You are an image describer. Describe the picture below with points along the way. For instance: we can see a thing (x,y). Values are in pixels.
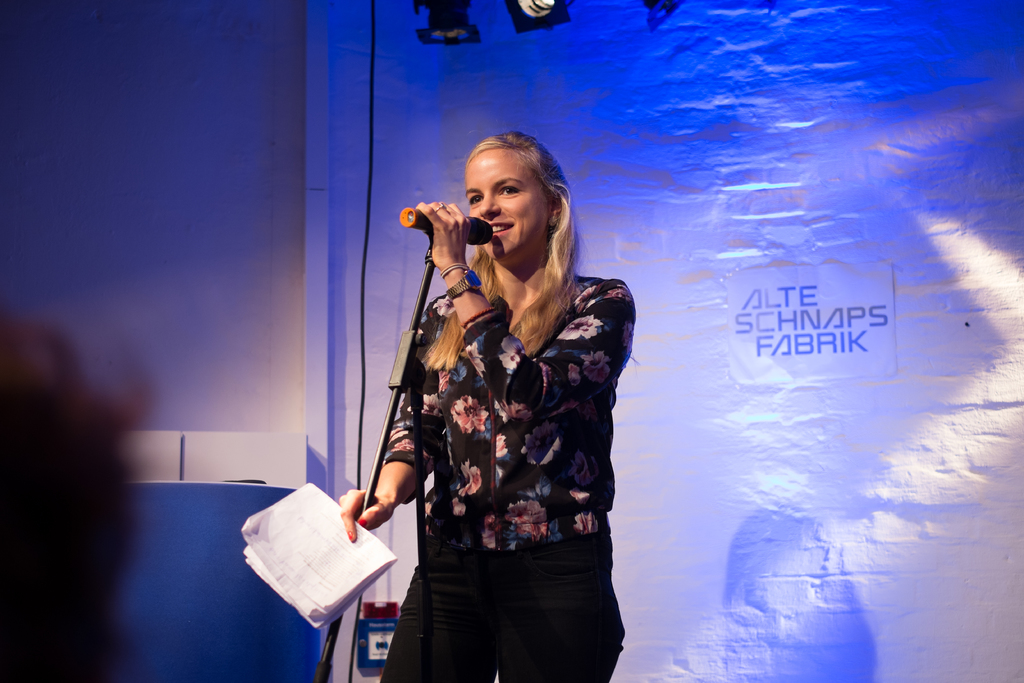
There is a woman (393,645) speaking on microphone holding papers (311,557) on hand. There is a banner (865,355) behind her showing text (835,348).
